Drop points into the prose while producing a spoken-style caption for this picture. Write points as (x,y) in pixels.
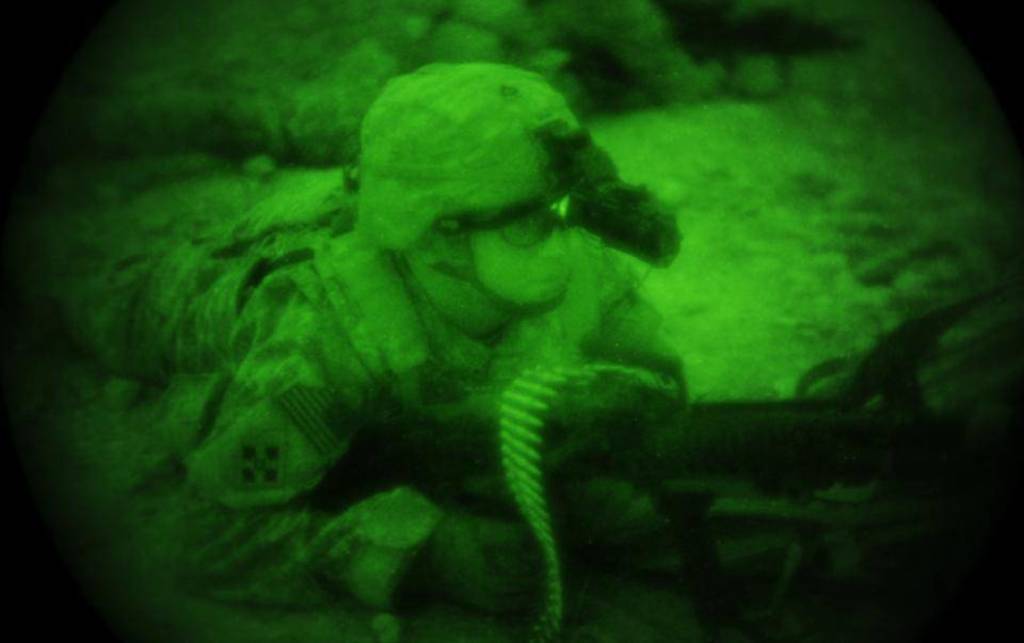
In this image in the center (344,296) there is one person (506,298) who is holding a gun (380,446) and lying and he is wearing hat (516,134), and in the background (856,126) also there are some other objects (710,153).
